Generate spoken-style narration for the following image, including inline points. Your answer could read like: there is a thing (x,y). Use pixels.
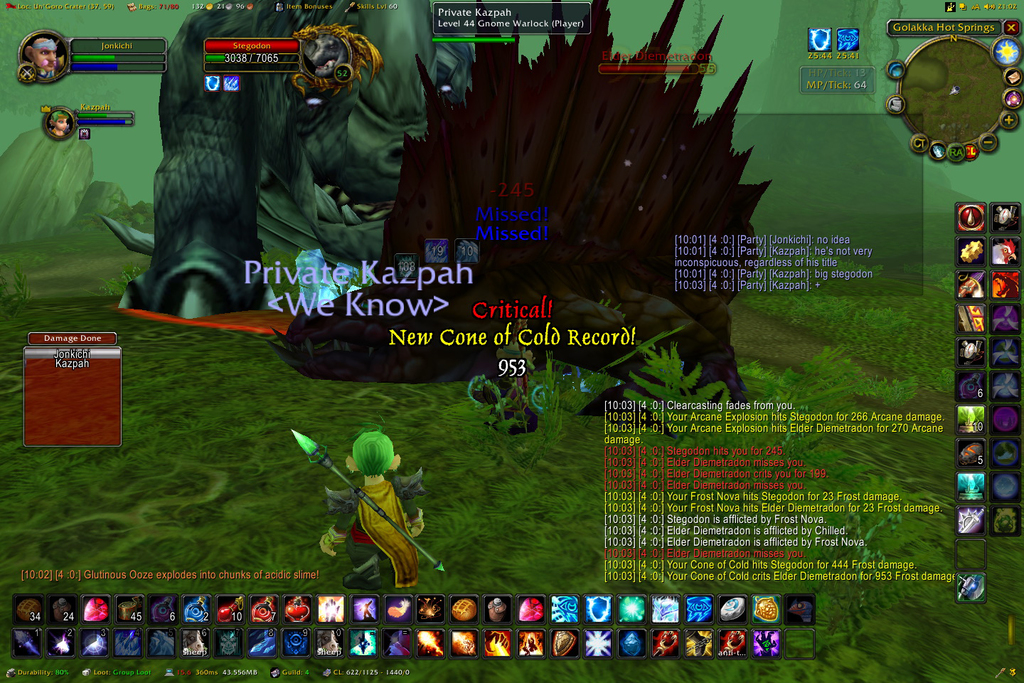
This is a screen (288,404) having cartoon images (372,538), texts (655,459) and icons (58,635). And the background (14,123) is green in color.
